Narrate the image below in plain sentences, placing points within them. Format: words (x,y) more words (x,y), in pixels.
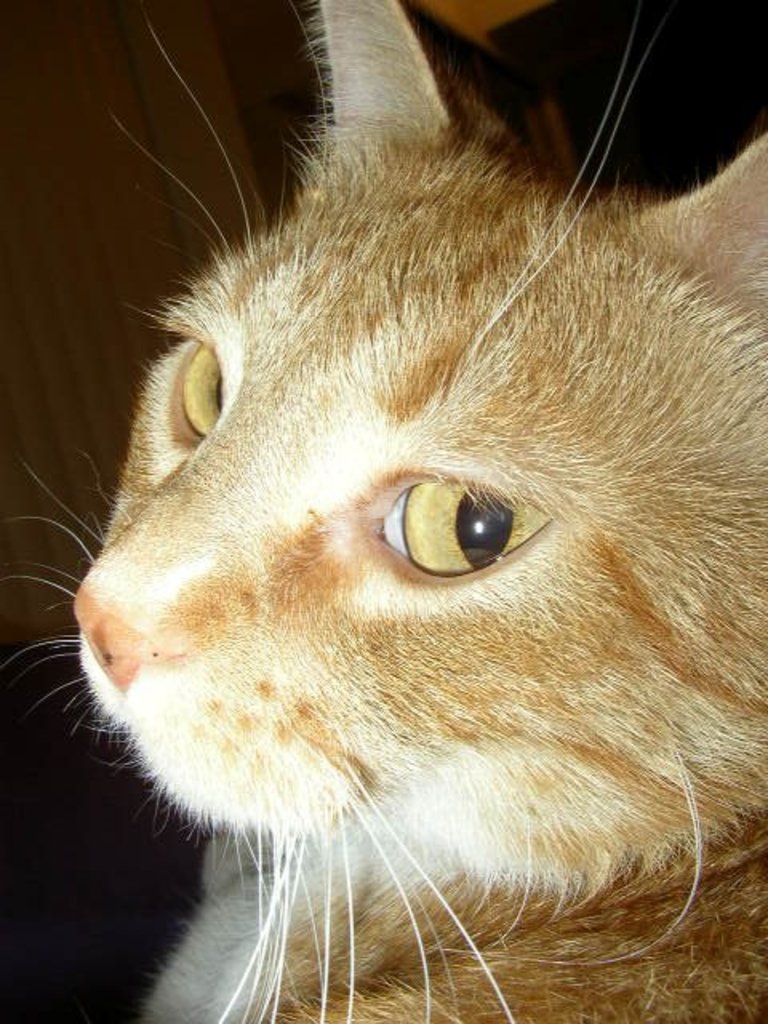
In this picture there is a cat (356,524).
